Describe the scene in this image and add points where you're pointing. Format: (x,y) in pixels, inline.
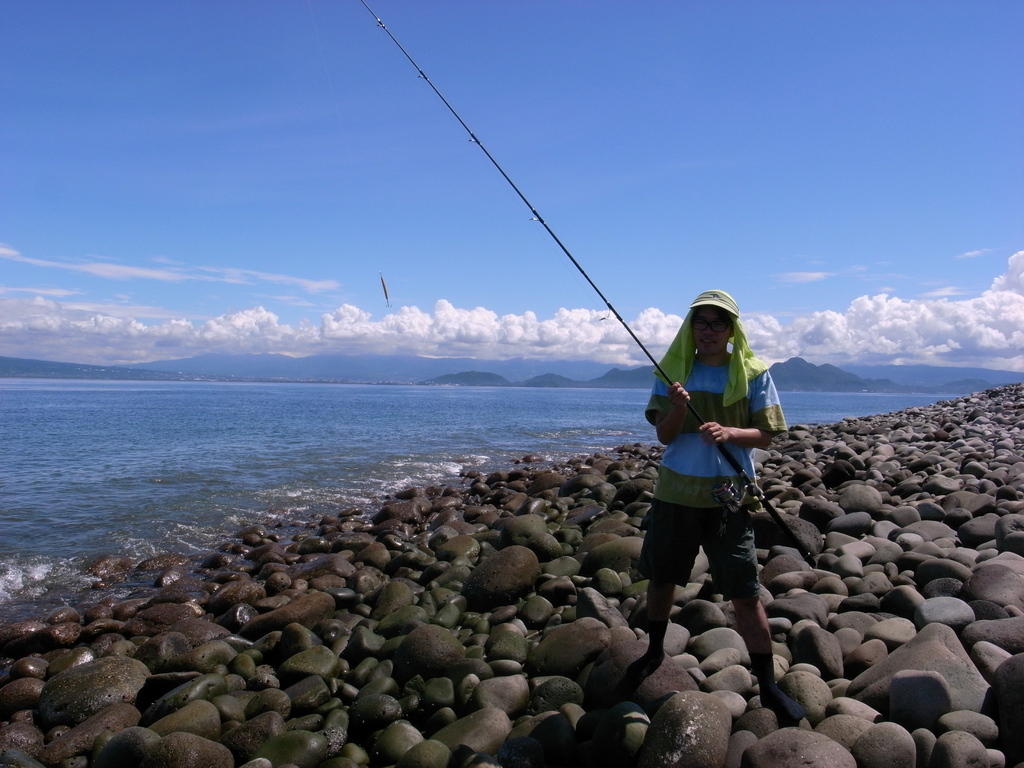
In this image we can see a person (756,546) holding a fishing rod (423,77) standing on the stones (462,656). On the backside (237,446) we can see a large water body (428,450), the mountains (530,375) and the sky (508,200) which looks cloudy.
